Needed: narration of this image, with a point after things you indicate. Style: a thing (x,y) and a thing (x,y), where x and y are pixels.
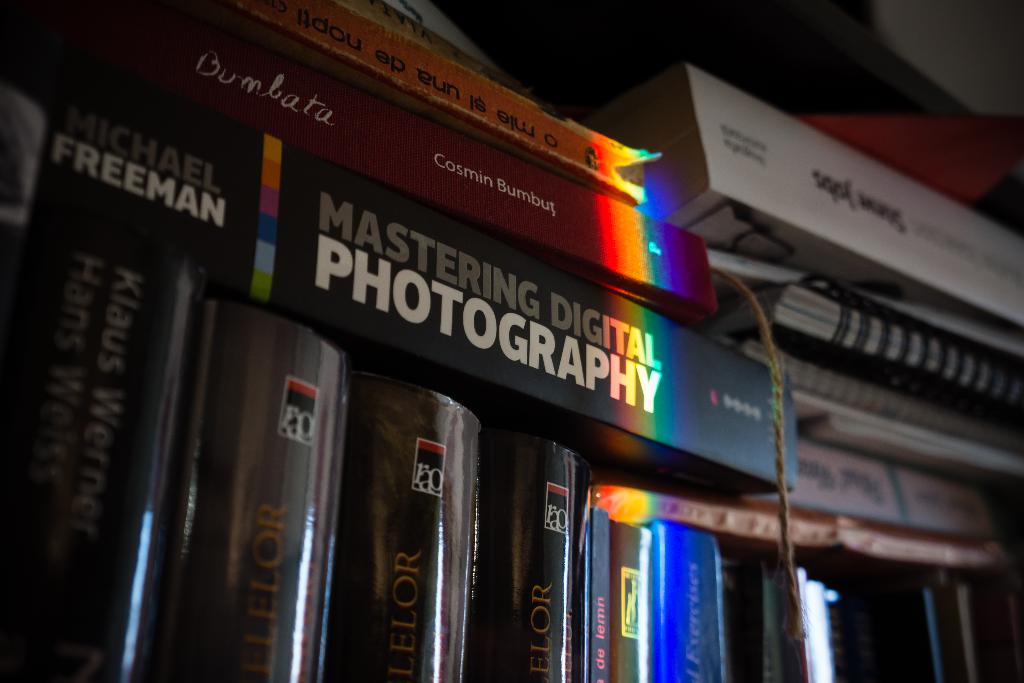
In this picture, we can see a few books (548,290), and the dark background (950,97).
